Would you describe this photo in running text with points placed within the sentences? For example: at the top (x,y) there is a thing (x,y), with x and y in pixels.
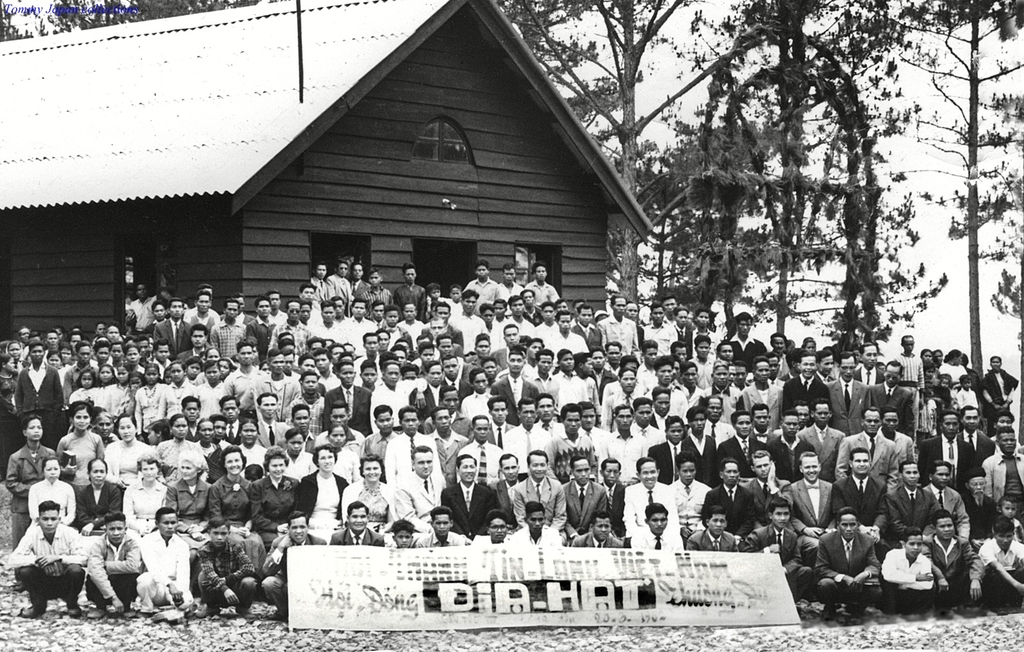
This is a black and white image. Here I can see a crowd of people (468,451). They are giving pose for the picture. In front of these people (388,506) I can see a board (582,579) on which I can see some text (598,599). In the background (364,241) there is a house (336,229) and some trees (689,180).
